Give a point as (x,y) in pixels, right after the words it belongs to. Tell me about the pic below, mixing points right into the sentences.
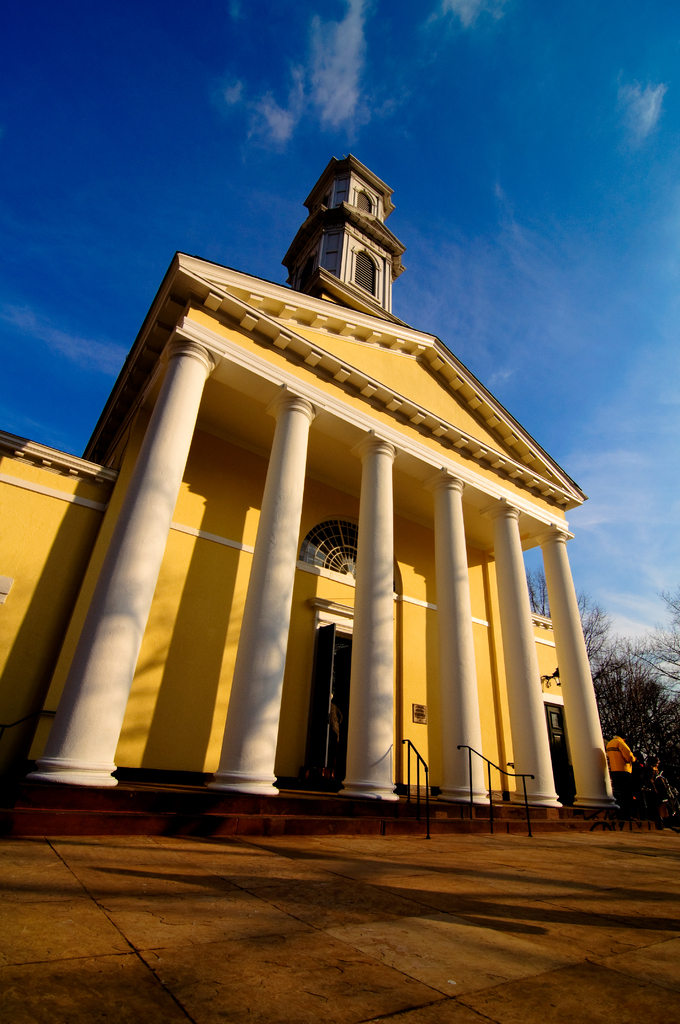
In this image in the center (353,679) there is one building (402,633) and some pillars (391,692), on the right side (611,777) there is one person (630,796) and in the background (614,683) there are some trees (612,726). At the bottom (461,874) there is a walkway (349,883), on the top of the image (368,115) there is sky (211,166).
